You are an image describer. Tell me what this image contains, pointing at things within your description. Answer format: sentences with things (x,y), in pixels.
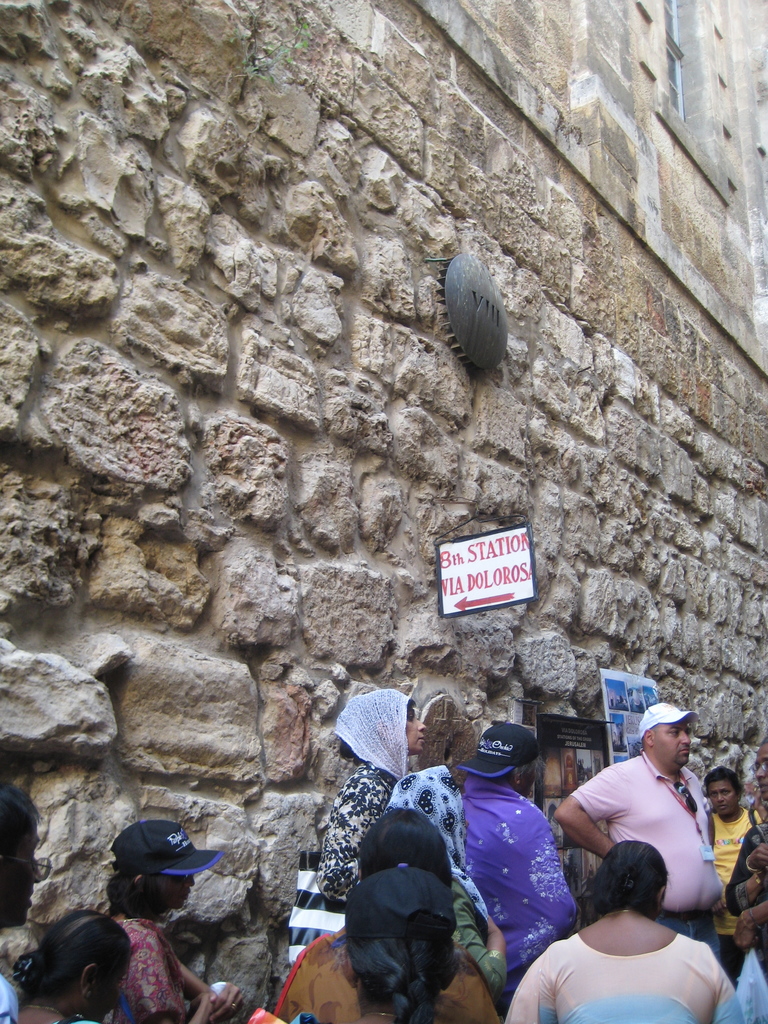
In this picture we can observe some people (430,859) standing. We can observe men (24,857) and women (478,851). Some of them were wearing caps (155,842) on their heads (649,742). We can observe a white color board (478,571) hanged to this stone wall (449,624). In the background (486,526) there is a building (578,109).
